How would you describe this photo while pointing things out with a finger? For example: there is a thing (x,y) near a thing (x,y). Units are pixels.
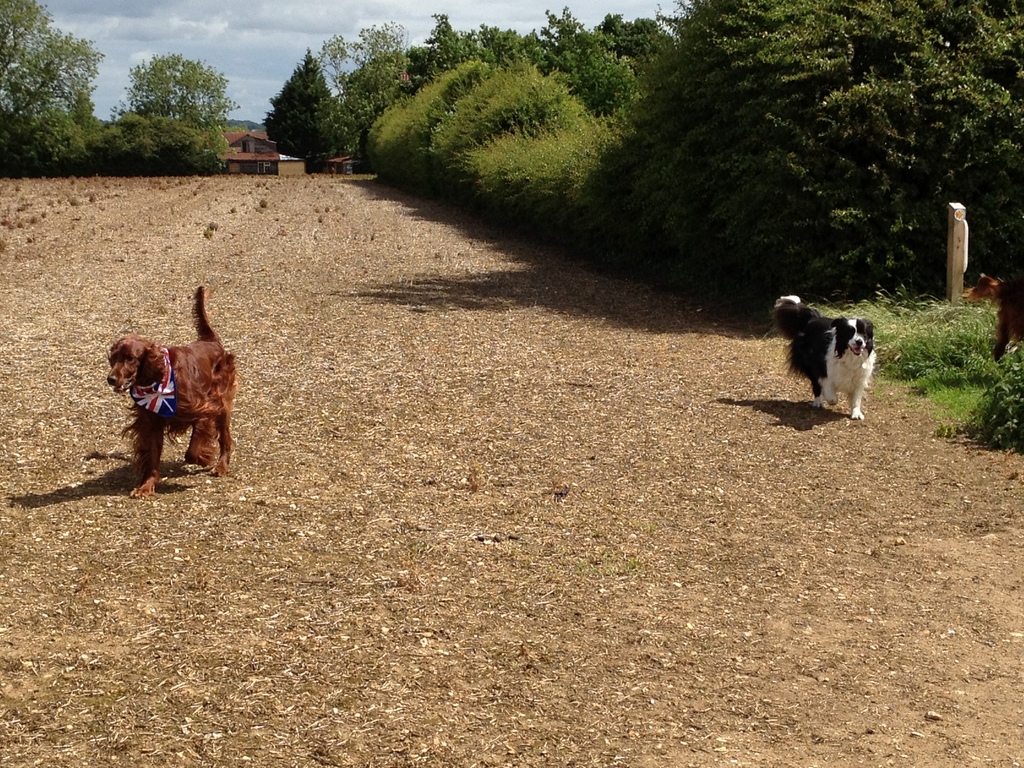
In this image two dogs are walking on the land (385,549). Right side (719,78) there is some grass (929,393), plants (1011,438) and trees (557,85). There is a house (279,164), beside there are few trees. Top of image (237,54) there is sky (242,60).
